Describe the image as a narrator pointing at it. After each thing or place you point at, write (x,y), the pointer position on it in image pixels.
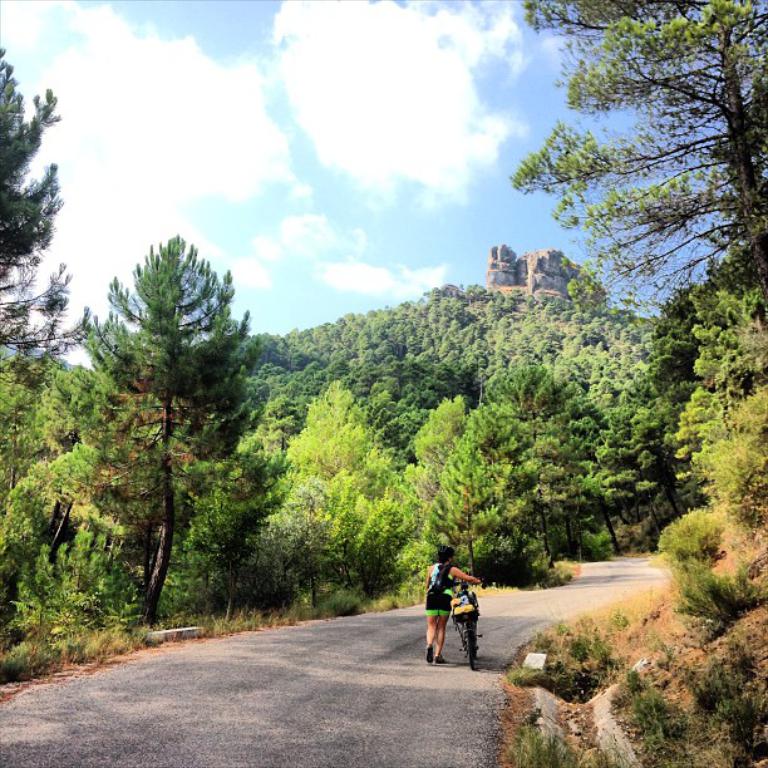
In this image I can see the person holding the bicycle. In the background (315,466) I can see the trees (143,450) in green color and the sky (373,128) is in blue and white color.
